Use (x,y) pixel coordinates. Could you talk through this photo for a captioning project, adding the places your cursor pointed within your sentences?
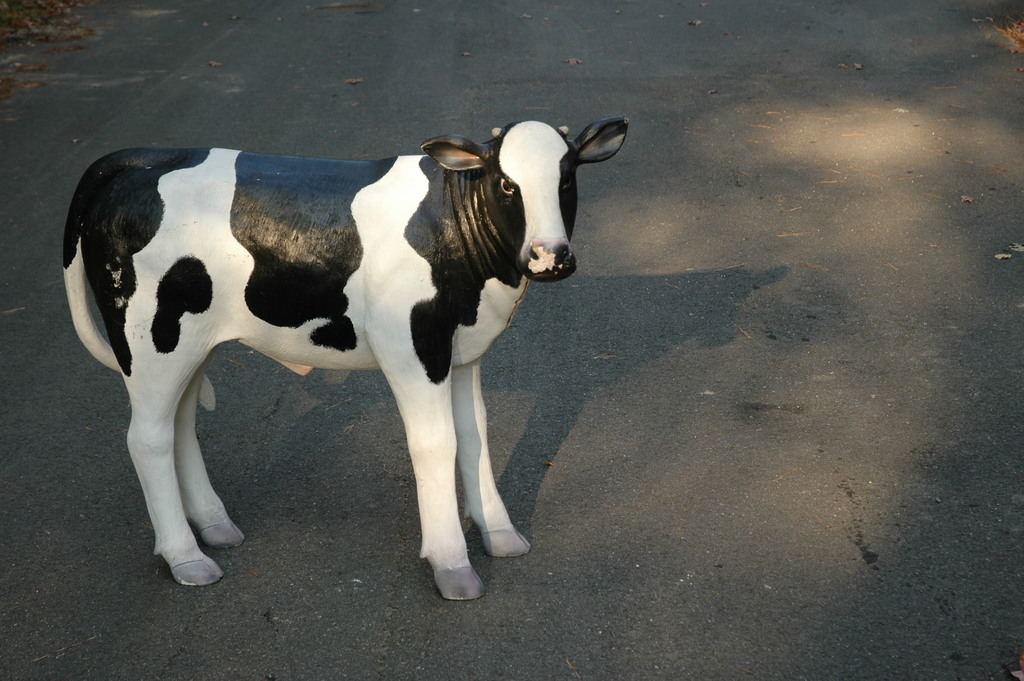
In this image we can see there is a cow (405,355) standing on the road (633,48).
